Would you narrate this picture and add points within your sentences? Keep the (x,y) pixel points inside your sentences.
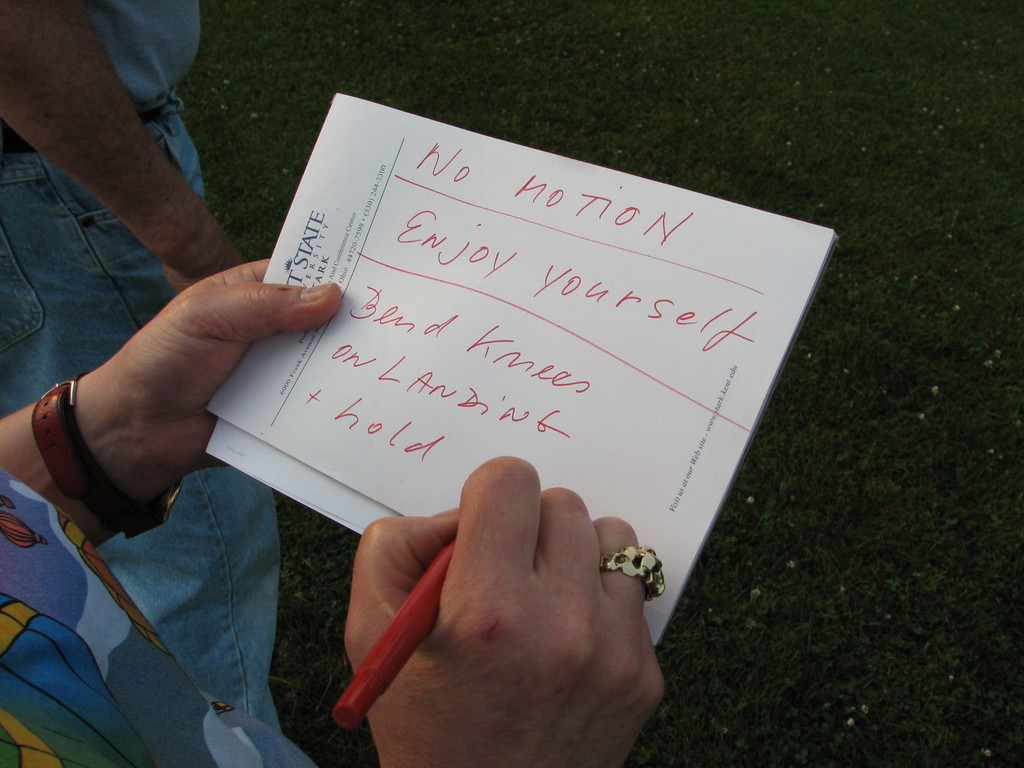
In this image we can see the hands (160,414) of a woman (182,437) holding paper (394,376) and a pen (446,549). We can also see a man (124,260) standing beside her.
